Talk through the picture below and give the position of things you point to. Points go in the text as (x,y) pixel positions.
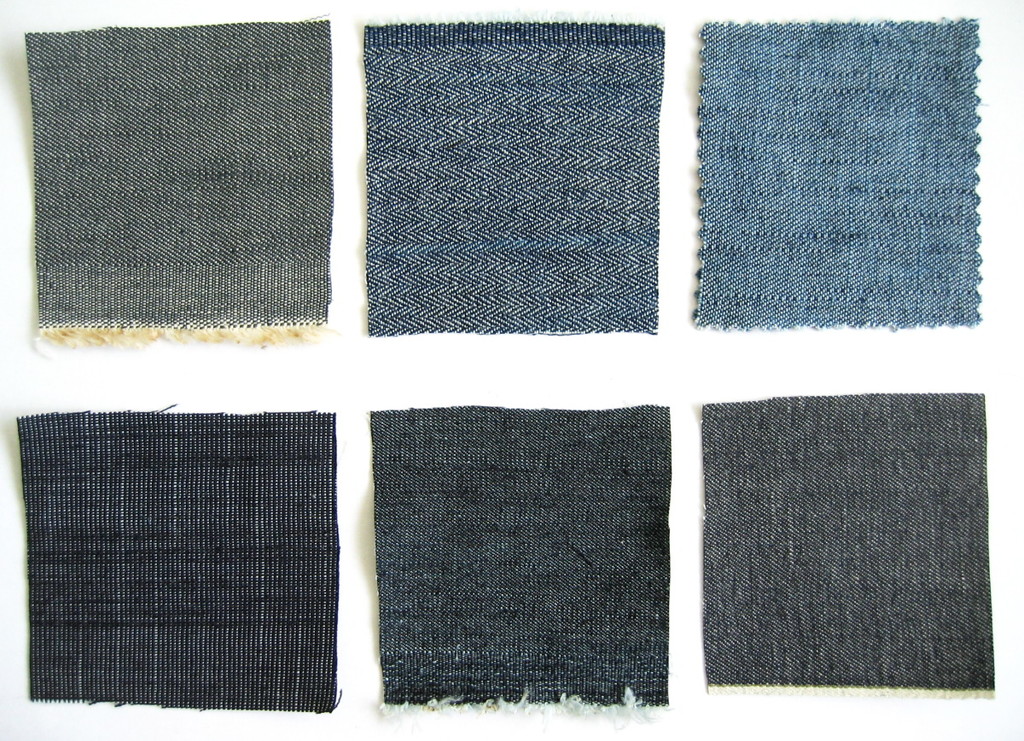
In this image, we can see some pieces of clothes (964,102) kept on the white surface (482,387).
